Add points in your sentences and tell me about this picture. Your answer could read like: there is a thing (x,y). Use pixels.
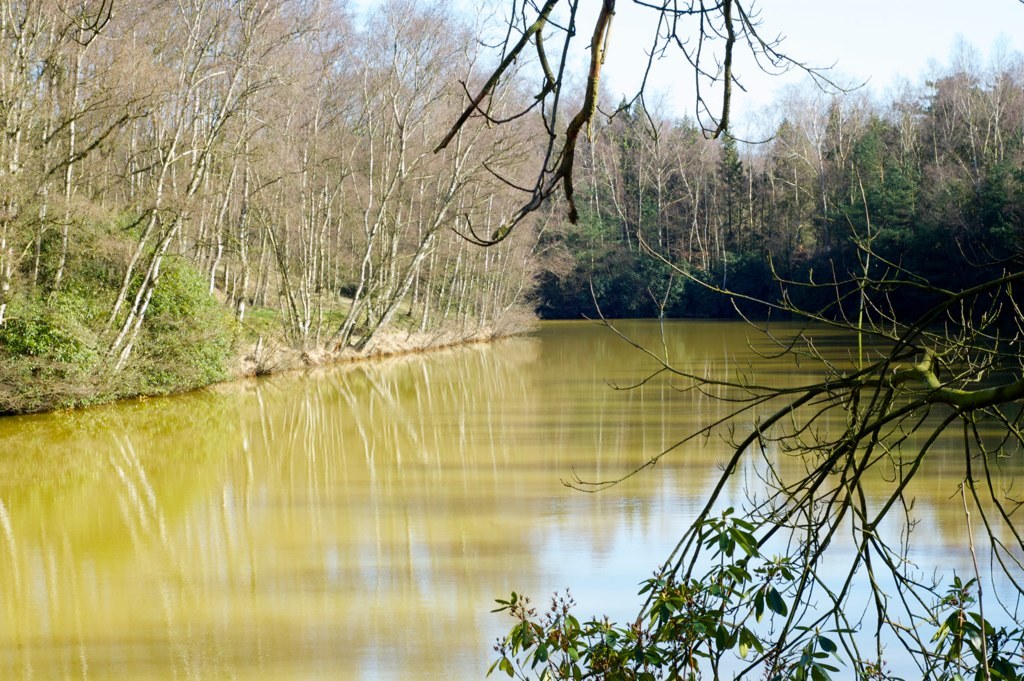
In the picture we can see the water (324,581), which is green in color and around it we can see plants (202,364) and trees (720,269) and in the background (706,104) we can see a sky (753,84).
